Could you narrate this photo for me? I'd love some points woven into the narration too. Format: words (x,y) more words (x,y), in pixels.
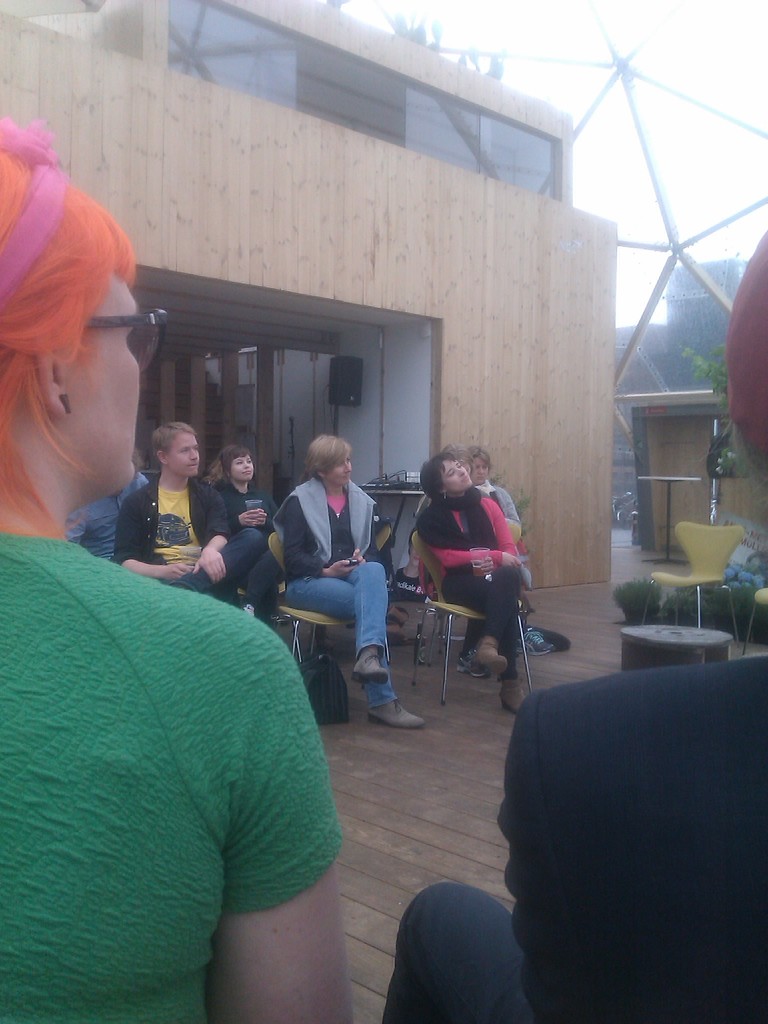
In this image I can see few persons (702,743) are sitting on chairs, the brown colored floor (417,699), a building (377,253), a black colored object (346,378), a chair (691,534) and a tree (716,386). In the background (699,125) I can see the sky (546,28).
